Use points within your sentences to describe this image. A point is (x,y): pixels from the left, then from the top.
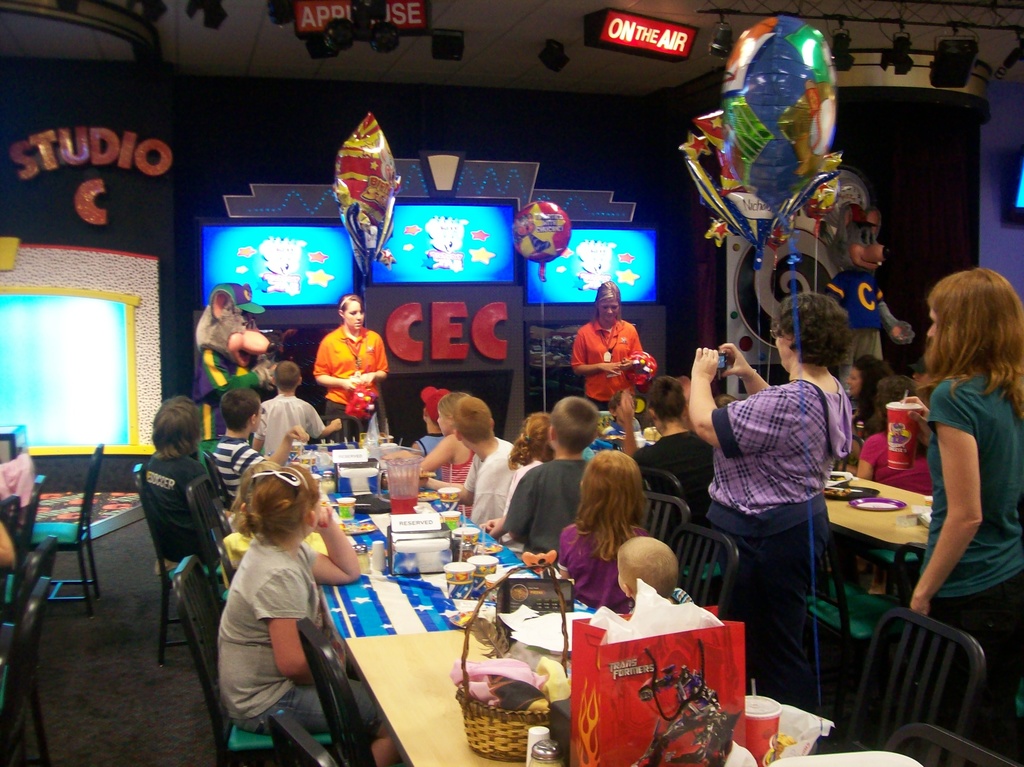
In this picture we can see groups of people (184,431), among them few people (564,404) sitting on chairs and few people (797,455) standing on the ground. In front of the people (803,439), there are tables (401,583) and on the tables (366,638), there are cups (467,536) and some objects (480,726). At the bottom of the image (516,708), there is a basket (515,725), paper bag (611,701) and a cup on the table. On the left side of the image (40,584) there are chairs (9,507). Behind the people (529,502), there are monitors (493,271) and name boards (454,336). At the top of the image (323,9), there are boards (647,34) and lights (542,50). There are balloons (821,50) and those are looking like two persons (832,290) in the costumes (832,290).
